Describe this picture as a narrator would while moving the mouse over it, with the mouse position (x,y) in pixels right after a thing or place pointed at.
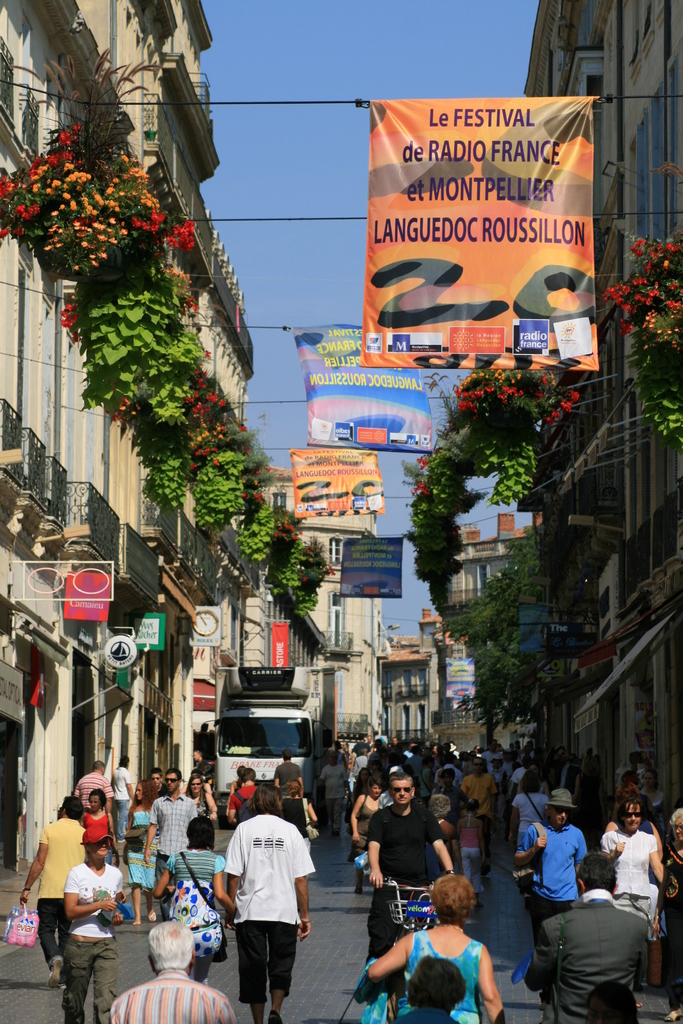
In this picture we can see a group of people (110,1016), vehicle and a bicycle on the ground (223,974) and in the background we can see buildings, banners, plants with flowers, sky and some objects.
